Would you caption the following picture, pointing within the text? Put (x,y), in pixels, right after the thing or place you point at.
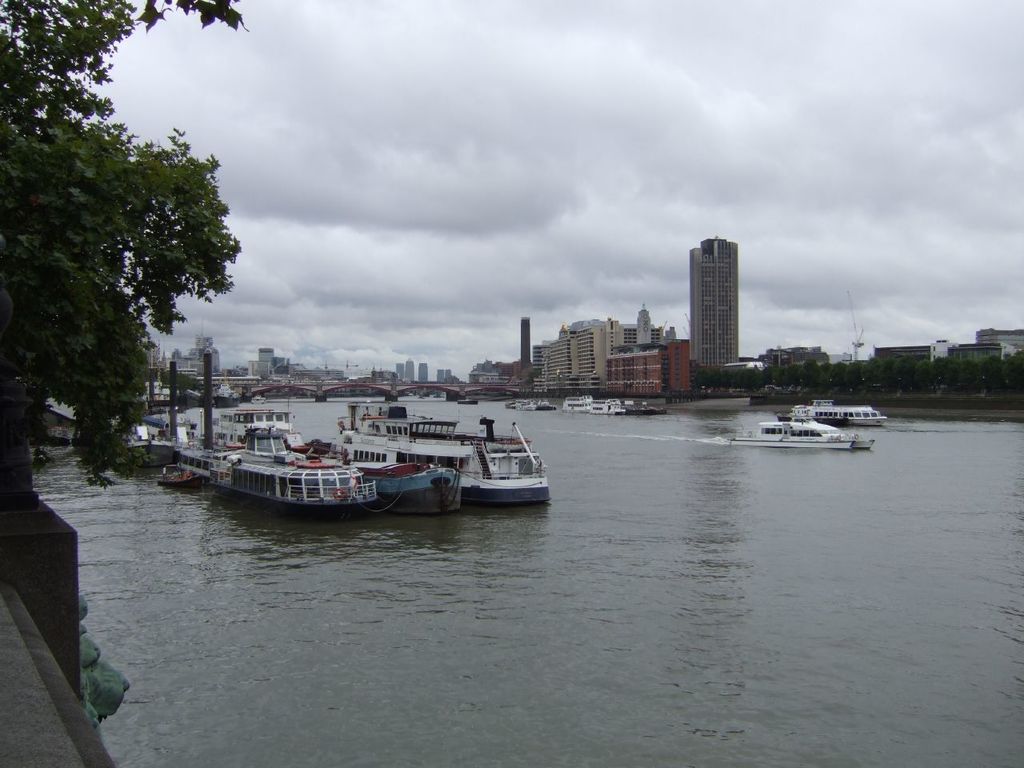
In this image ships (804,418) are sailing on a river (294,421), there is a bridge (342,385) on the river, in the background (599,376) there are buildings (657,367), in the left side (63,265) there is a tree (59,269) in the top (453,235) there is cloudy sky (401,252).
